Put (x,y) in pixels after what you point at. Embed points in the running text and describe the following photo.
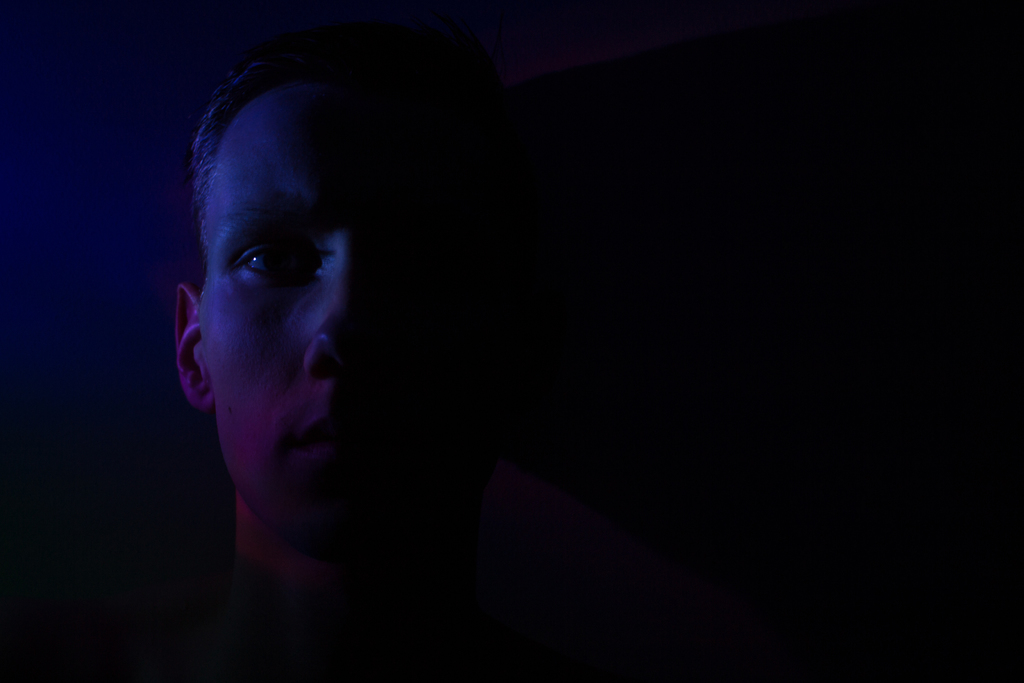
There is one man (293,362) present at the left of this image (341,494) and it is dark in the background (556,104).
